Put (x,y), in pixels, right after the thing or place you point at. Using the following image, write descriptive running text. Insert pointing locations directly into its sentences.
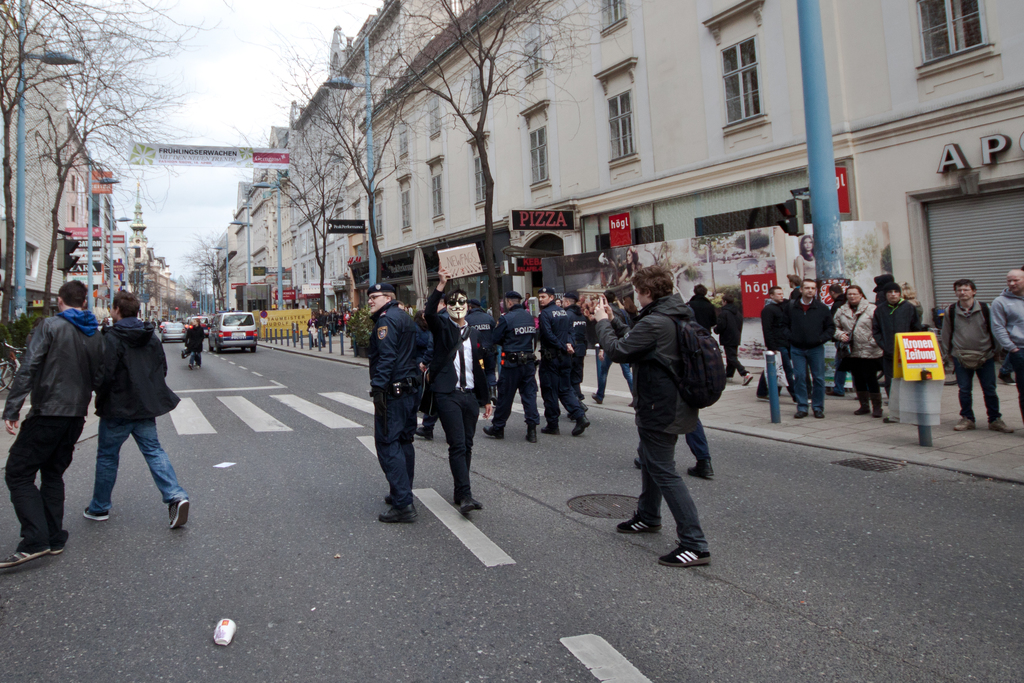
In this image to the bottom (379,542) there is a road (804,541), on the road (601,542) there are some people (451,406) who are walking and one person (454,345) is wearing a mask (465,306) and walking. On the right side (788,268) there are some buildings (450,165), poles (281,244), trees (323,227) and some boards (266,270). And on the left side (125,253) there are some buildings (49,213), trees (52,244), poles (111,243) and in the center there is a hoarding (240,163) and a fence (283,330).
